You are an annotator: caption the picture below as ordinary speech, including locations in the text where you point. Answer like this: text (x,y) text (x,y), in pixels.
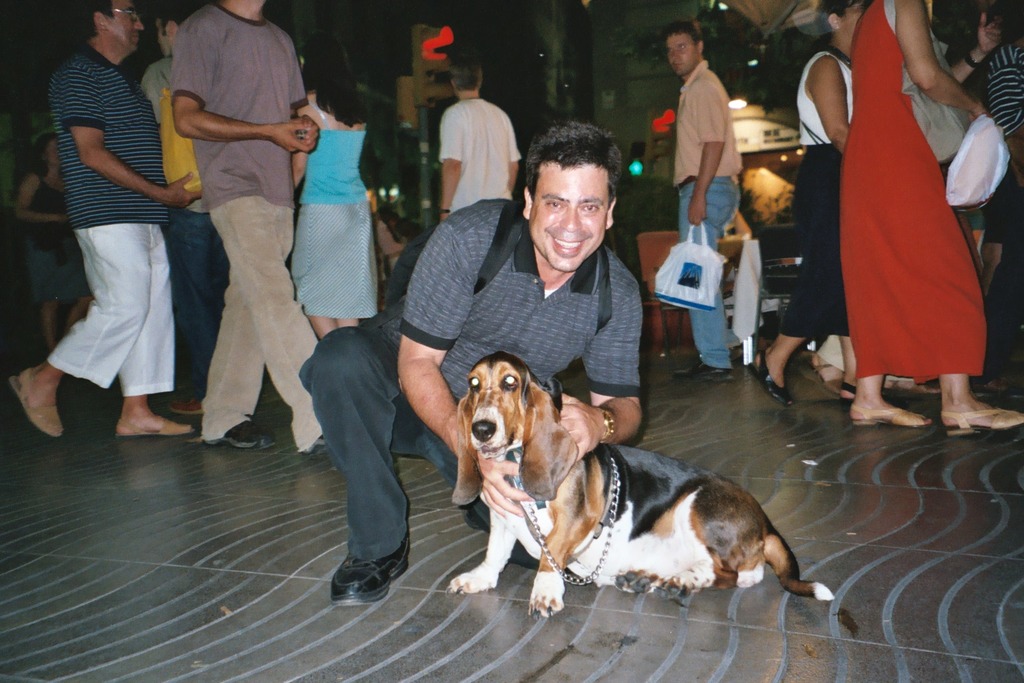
In this picture we can see man (536,306) sitting on knees (373,398) and carrying bag (390,285) and smiling holding dog (516,424) with his hands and in background (892,121) we can see some people (446,146) walking, wall (611,112), lights (443,44).
